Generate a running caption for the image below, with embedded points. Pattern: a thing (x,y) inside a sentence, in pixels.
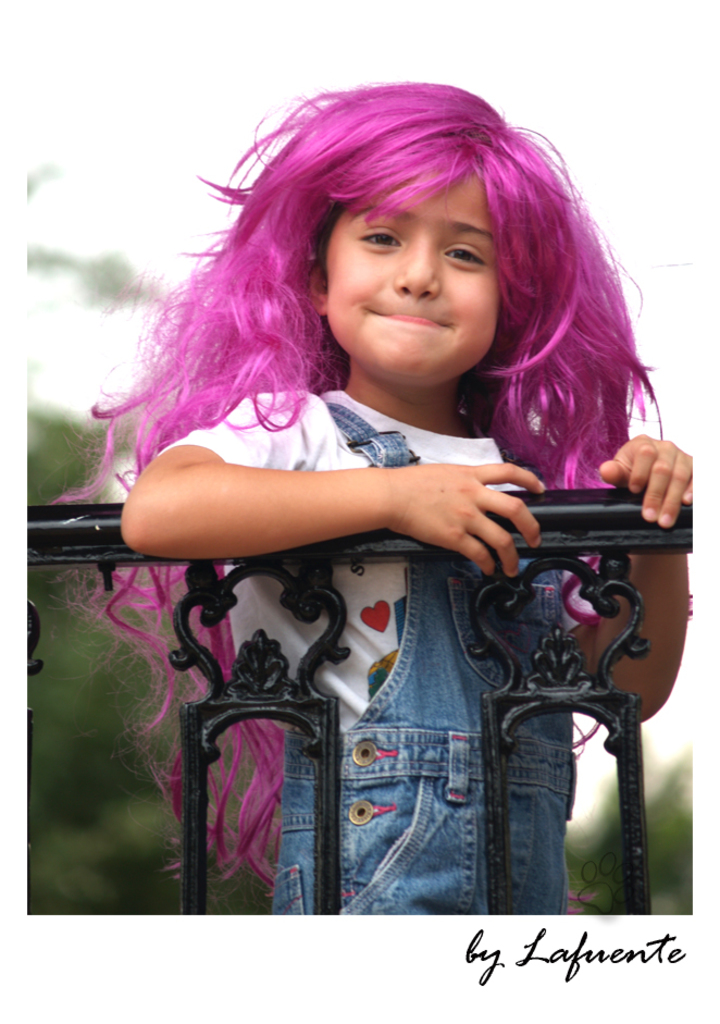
Here I can see a baby (359,420) standing by holding a railing (552,518), smiling and giving pose for the picture. The baby's hair (302,204) is in pink color. The background (82,431) is blurred. At the bottom of this image (530,945) there is some text (501,966).
